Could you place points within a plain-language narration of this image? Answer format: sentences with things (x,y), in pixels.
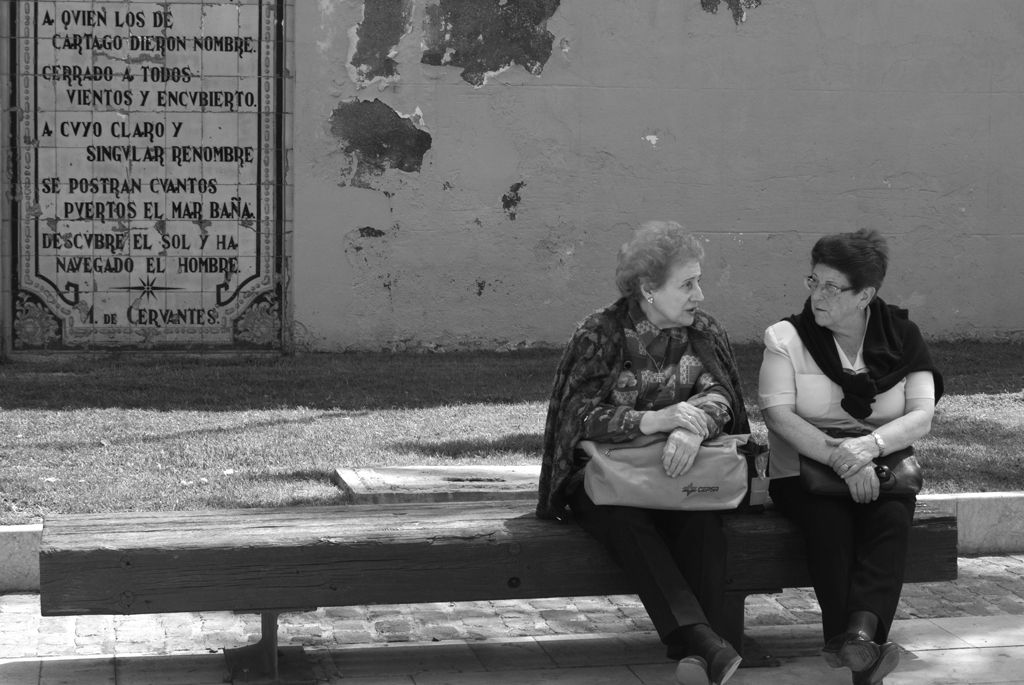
In the foreground (844,292) I can see two women (611,339) are sitting on a bench (930,571) and are holding bags (805,463). In the background (364,257) I can see a wall (364,277) and a board (3,166). This image is taken may be during a day.
